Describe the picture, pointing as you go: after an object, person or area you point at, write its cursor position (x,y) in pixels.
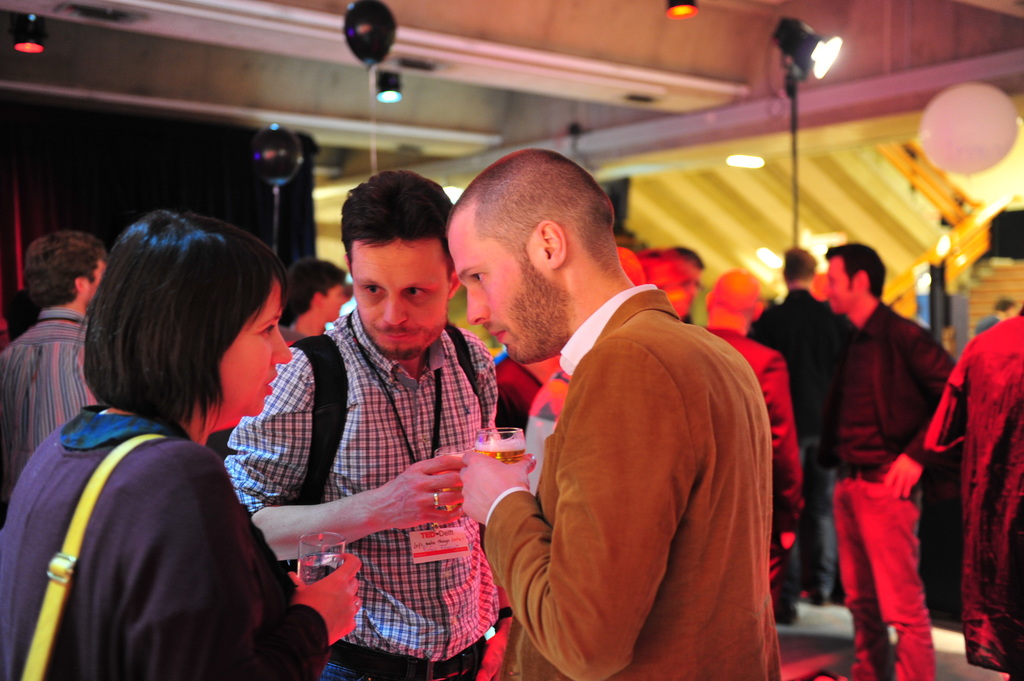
Middle a man (551,671) is standing by holding a wine glass (517,449) in his hand (516,468). In the left side (182,612) a woman (177,600) is standing, she wore a blue color coat (193,574), there are lights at the roof (584,77).
